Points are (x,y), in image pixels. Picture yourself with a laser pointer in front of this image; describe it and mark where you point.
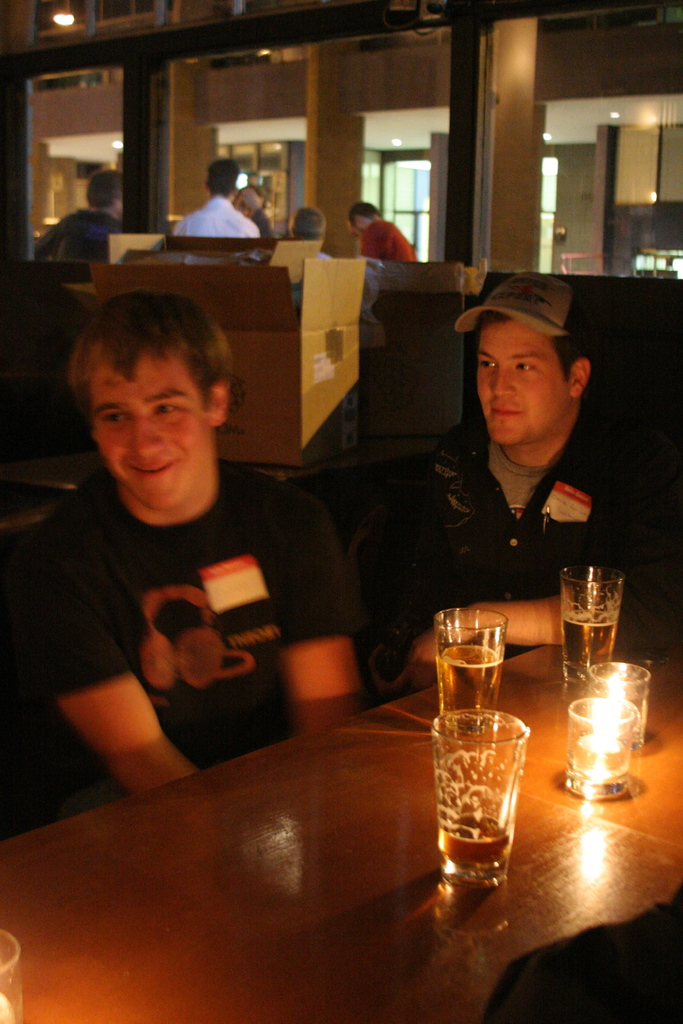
In this image there are group of people (435,633). There is cardboard (299,394) on the table (271,826) there glass (493,854) and a candle (592,763).
